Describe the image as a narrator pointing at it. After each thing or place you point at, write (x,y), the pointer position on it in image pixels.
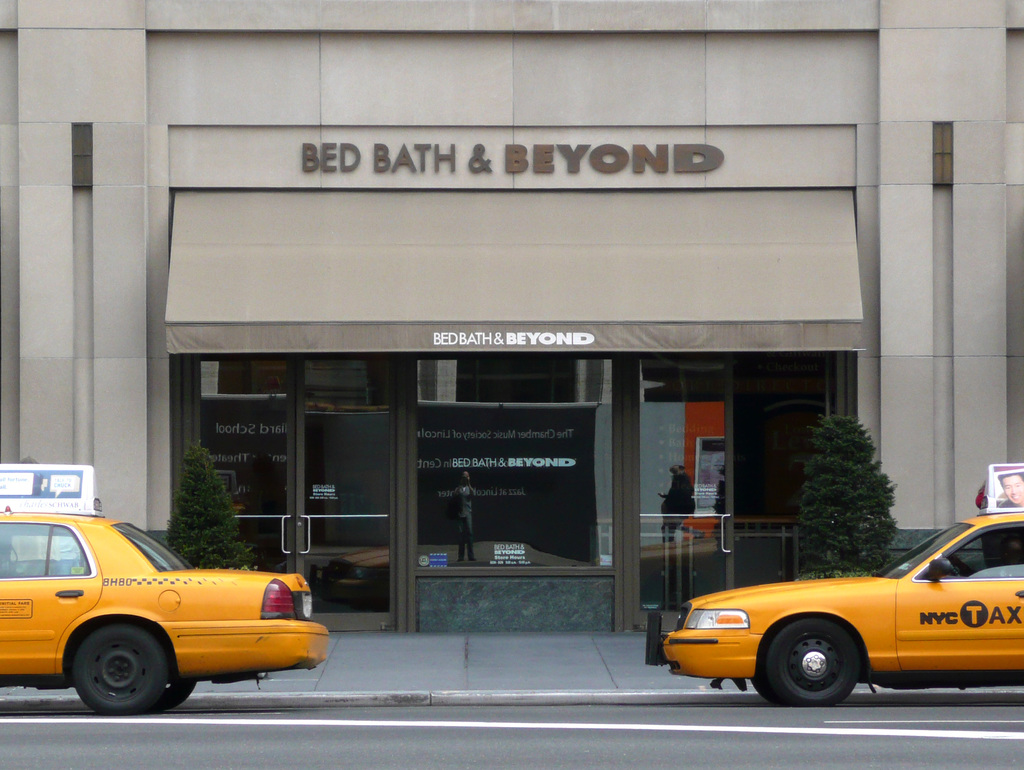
In the center of the image (549,441) there is a building (539,474). At the bottom (181,688) we can see cars (782,668) on the road (545,744) and there are bushes (890,487).
